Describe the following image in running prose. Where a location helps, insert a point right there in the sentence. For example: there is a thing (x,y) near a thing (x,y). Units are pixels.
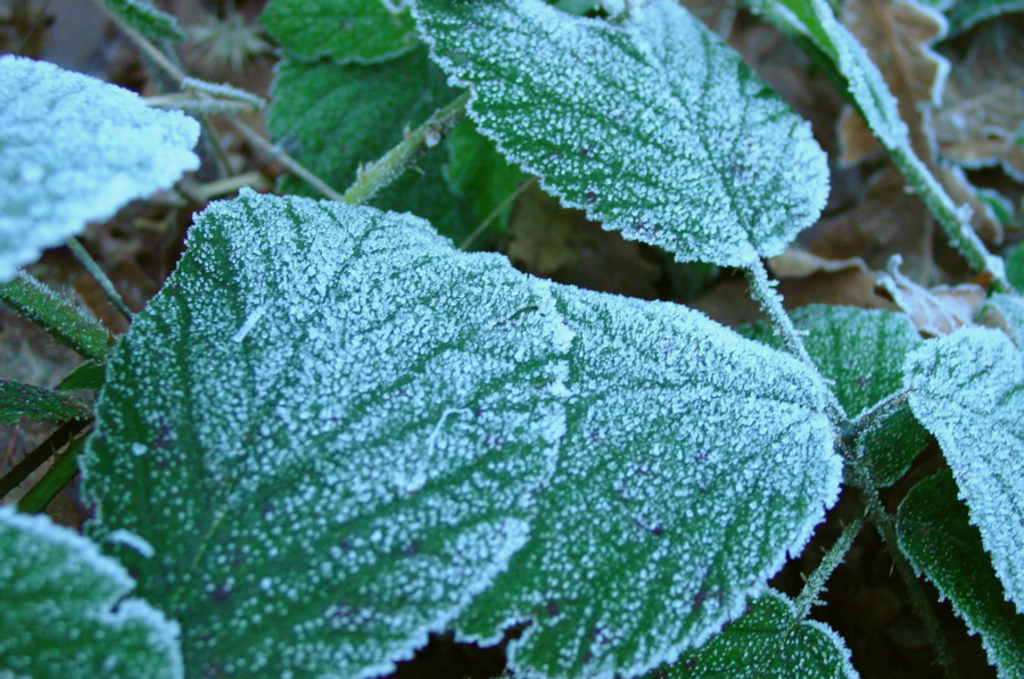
In this picture we can see some leaves (501,287) are there. On the leaves (531,401) we can see some snow (623,398) is present.
